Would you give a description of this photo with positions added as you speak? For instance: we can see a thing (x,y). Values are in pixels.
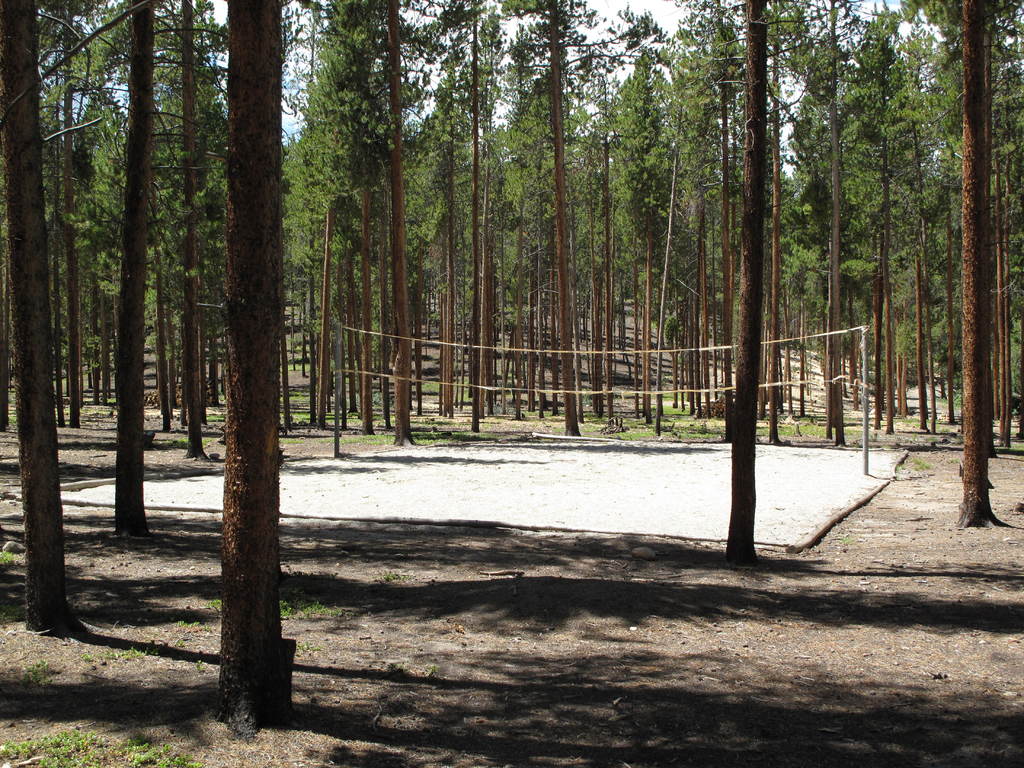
In this image there are few trees (441,376), a volleyball net (467,386) to the poles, sand (594,481) and the sky (294,64).
